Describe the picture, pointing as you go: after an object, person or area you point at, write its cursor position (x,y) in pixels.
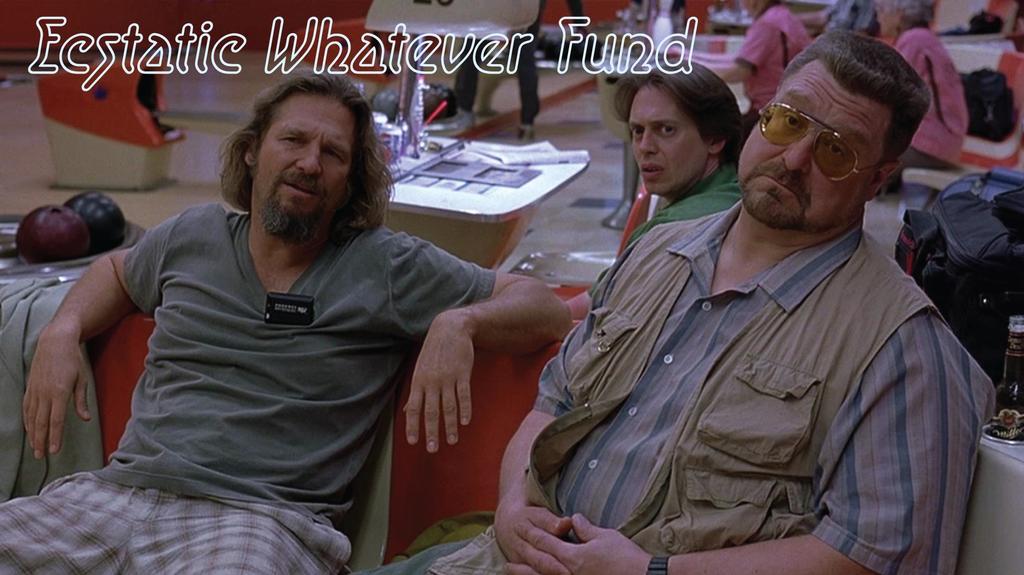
In this image we can see many people (904,148) sitting. On the left side (62,274) there is a surface (84,257). On that there are two ball shaped items (69,231). In the back (453,193) there is a table (452,189). On that there are many items (475,149). Person (855,194) on the right side (794,162) is wearing goggles (791,136). Near to him there is a bottle (1012,381). Also there are some other items (983,213). At the top of the image (348,58) something is written.
